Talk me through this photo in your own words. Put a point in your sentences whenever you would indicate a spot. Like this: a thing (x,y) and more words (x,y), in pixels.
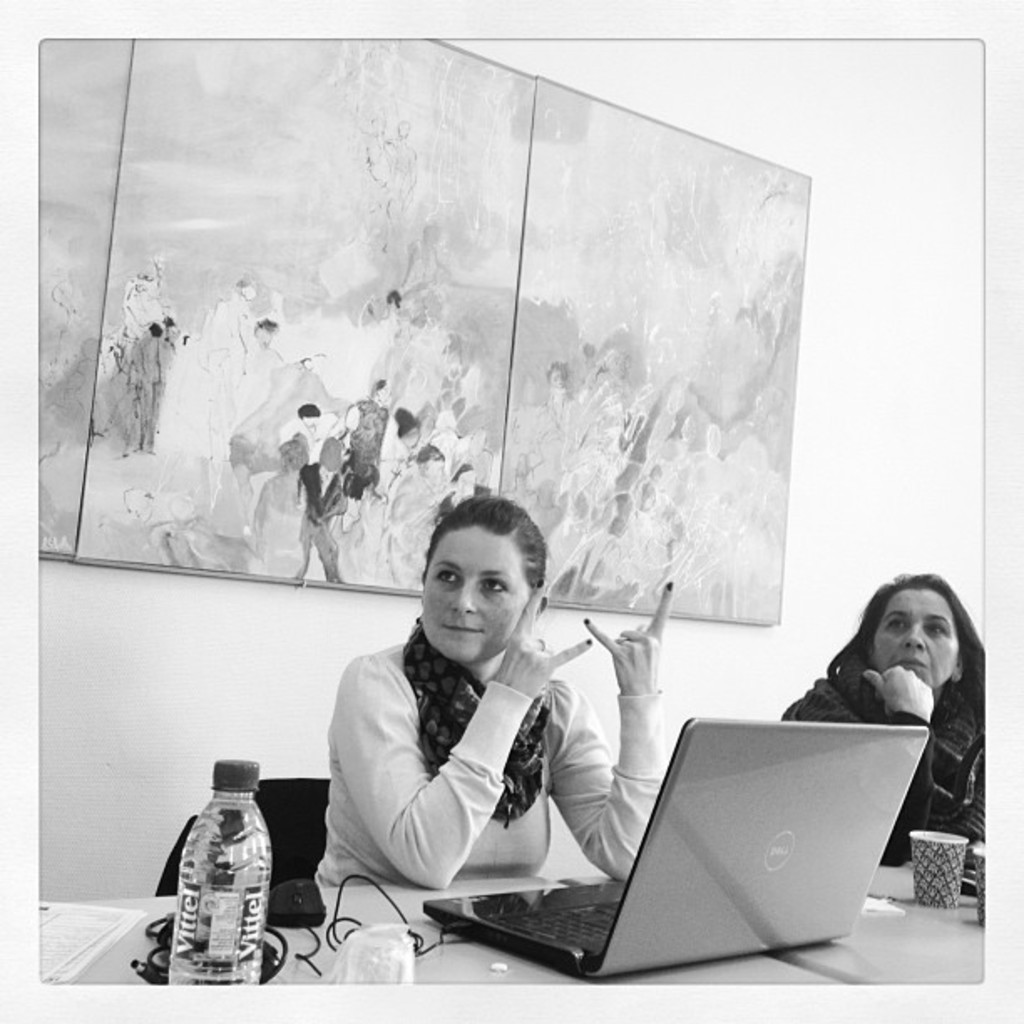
In this image in the center (503,639) there is a woman (430,673) who is sitting on a chair (278,842) and on the right side (941,707) there is another woman (928,667) who is sitting, and in the bottom (900,917) there is a table (126,906). On the table (910,909) there is one bottle (218,924), laptop (696,862), and cup (929,843) is there. On the background (115,173) there is one photo frame (647,262).
